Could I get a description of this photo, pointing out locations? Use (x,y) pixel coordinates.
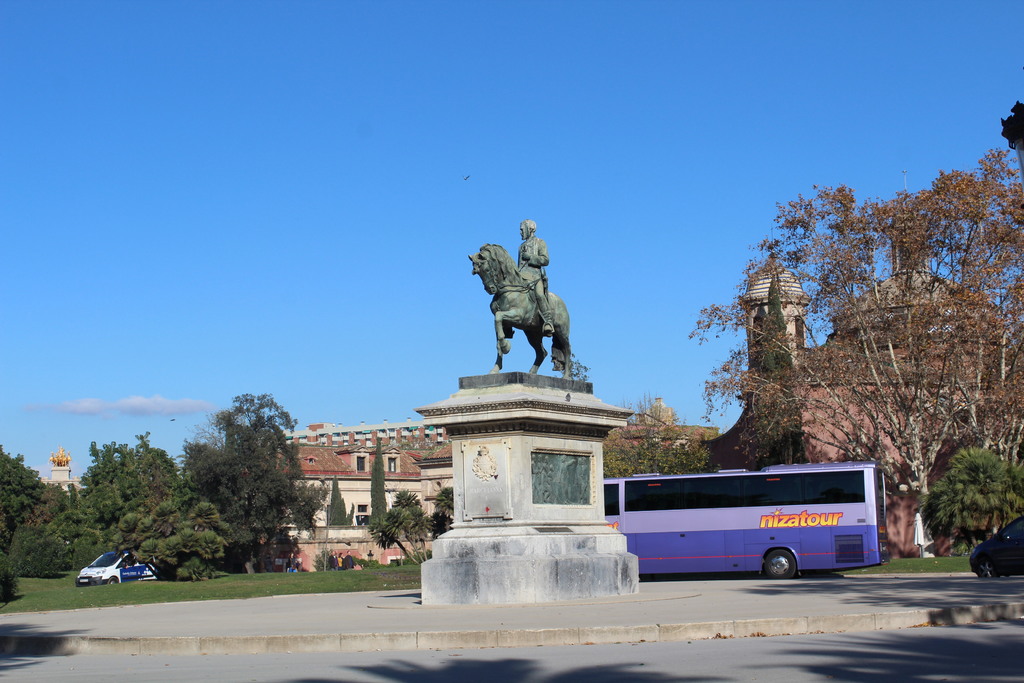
In this image I can see a sculpture (541,310) in the front (610,532) and behind it I can see few vehicles (831,565), grass ground (377,568), number of trees (664,451) and few buildings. I can also see clouds (58,404) and the sky (358,155) in the background (379,199).
